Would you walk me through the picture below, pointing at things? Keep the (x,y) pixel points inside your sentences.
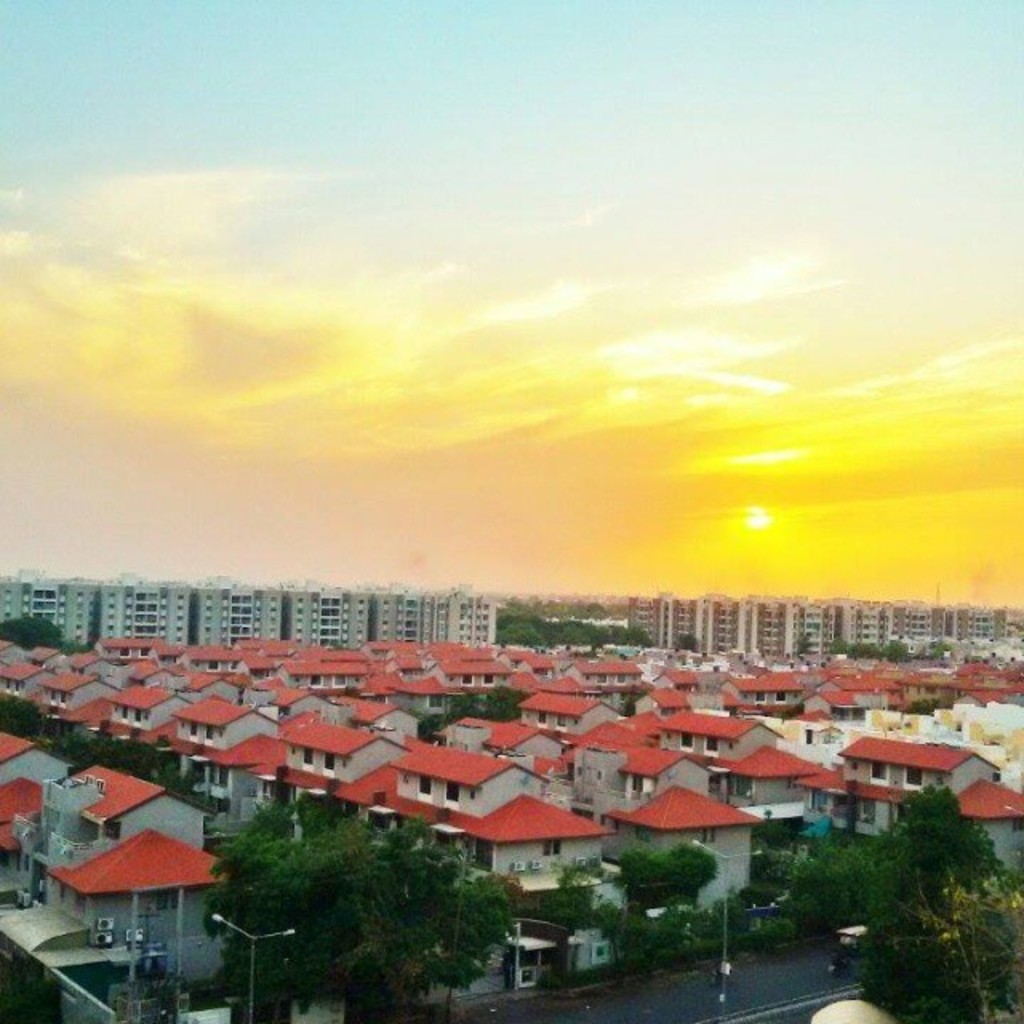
In this image we can see houses (696,781), trees (796,896), plants (650,952), poles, road (669,990), and buildings (407,591). In the background (584,334) there is sky (719,367) with clouds (783,448).
